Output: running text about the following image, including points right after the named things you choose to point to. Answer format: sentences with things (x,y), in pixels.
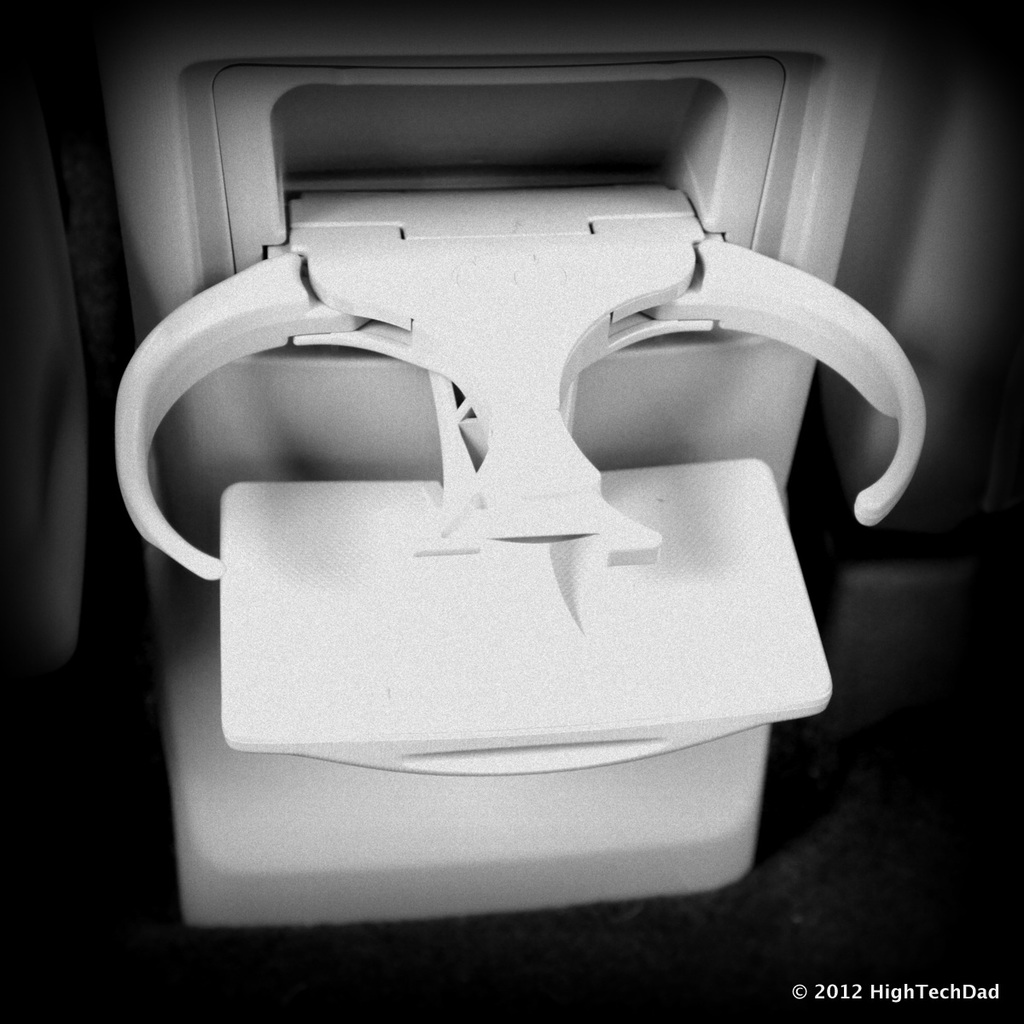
In this image we can see a part of a cup holder (613,587).
